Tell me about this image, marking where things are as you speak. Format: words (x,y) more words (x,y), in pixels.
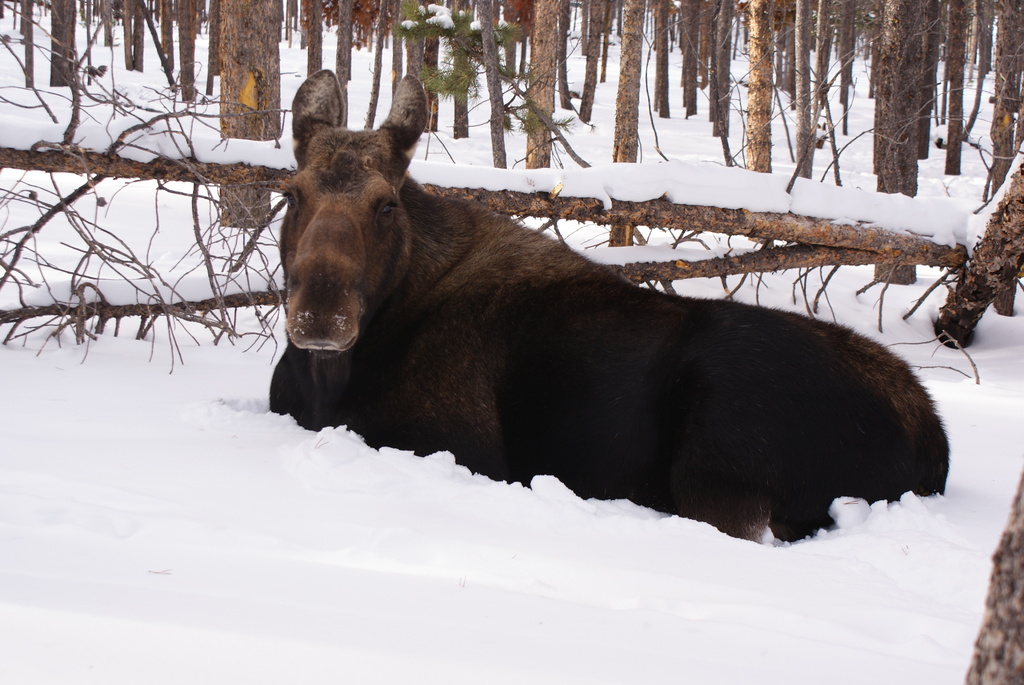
In the middle of the picture (462,246), we see the animal (468,290) which looks like a moose (592,442). It is in brown and black color. At the bottom (334,612), we see the snow (407,555). Behind the animal (315,331), we see the fallen tree (796,262). There are trees (761,142) in the background (315,20).
